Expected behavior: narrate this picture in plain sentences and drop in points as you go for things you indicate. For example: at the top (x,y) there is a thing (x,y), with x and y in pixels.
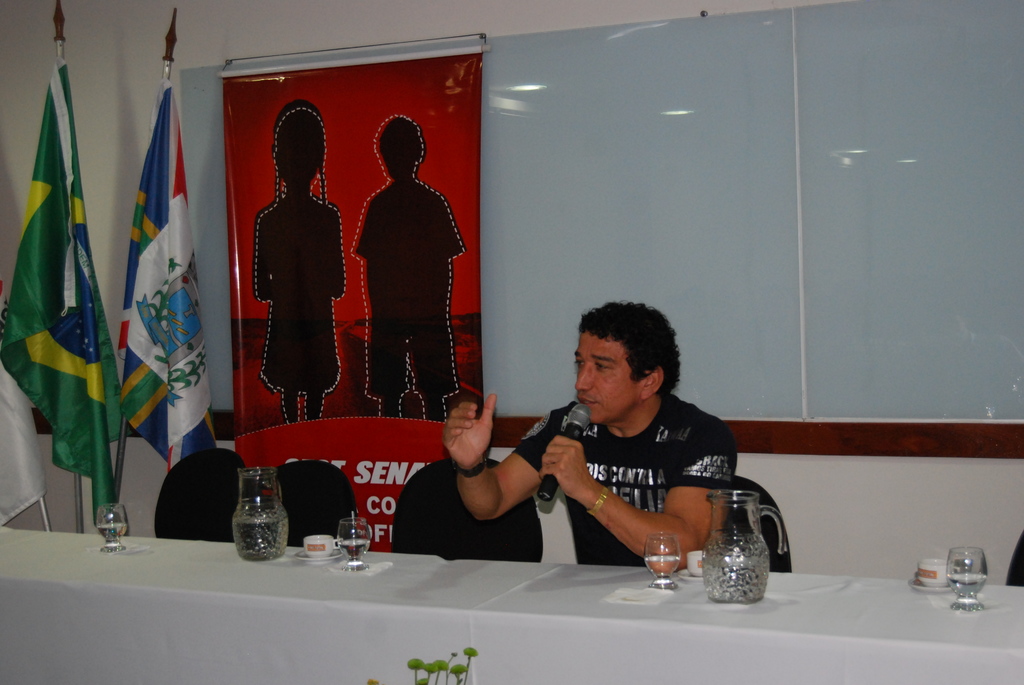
In the middle of the image (661,367) a man (532,485) is sitting and holding a microphone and talking. Behind him there is a board (1014,241) and there is a banner (366,181). Top left side of the image (176,214) there are two flags (68,214). Bottom of the image (888,621) there is a table (888,621), On the table (5,642) there are some jars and glasses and cups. Top of the image (256,3) there is a wall (601,6).
